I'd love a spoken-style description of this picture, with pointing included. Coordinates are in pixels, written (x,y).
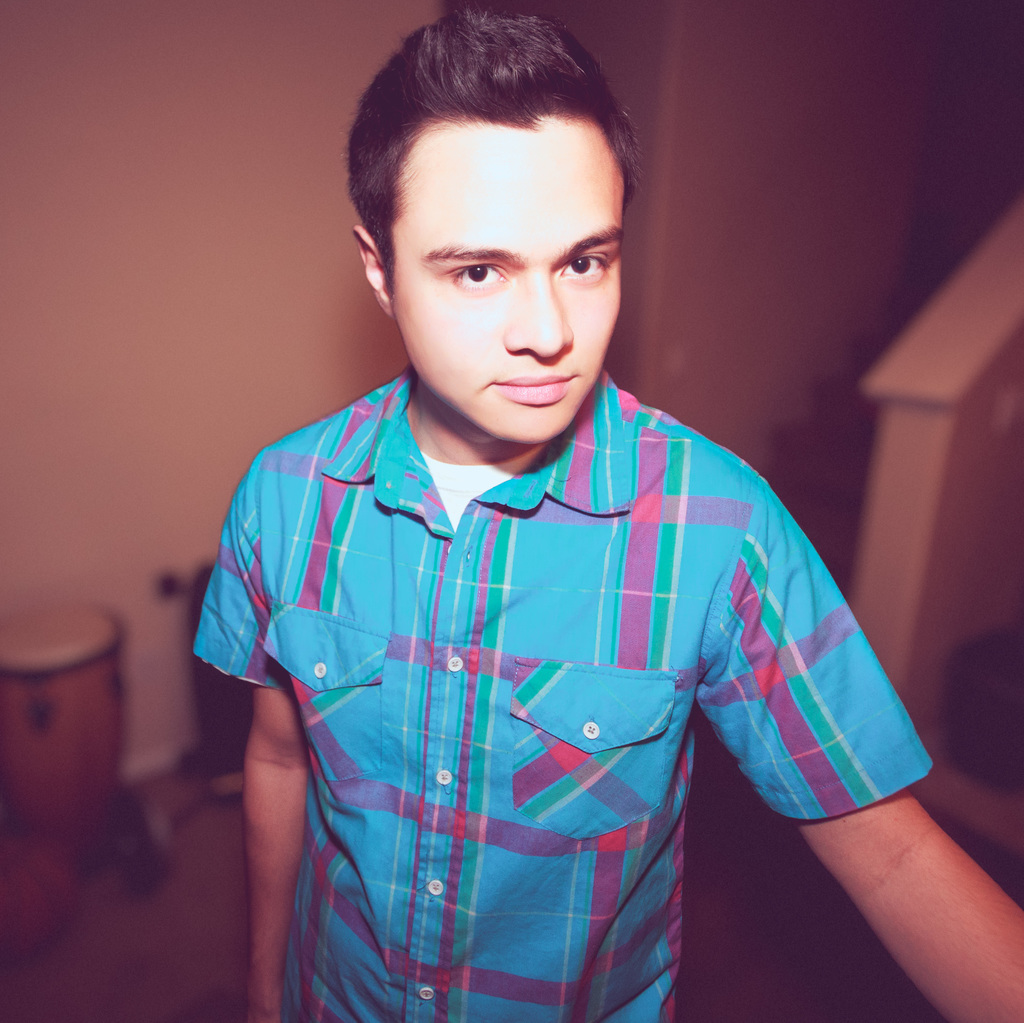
In this picture we can see a person (377,828) and in the background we can see a wall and some objects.
